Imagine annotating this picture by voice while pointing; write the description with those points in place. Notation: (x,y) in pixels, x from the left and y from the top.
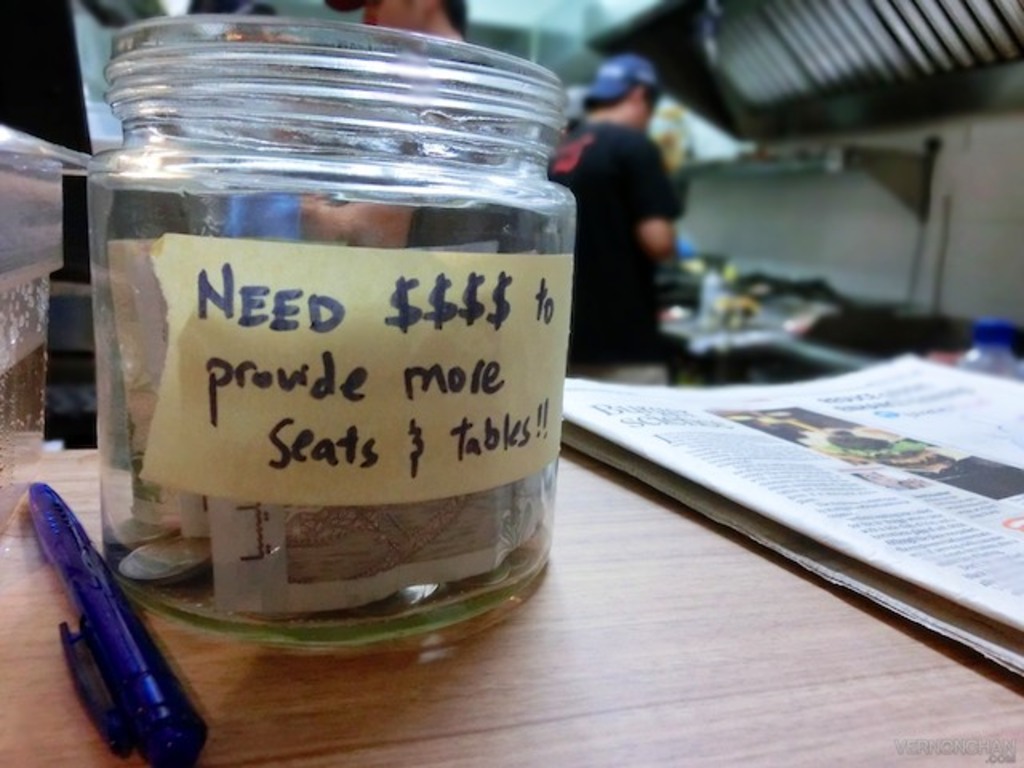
In this picture, there is a table (621,532) at the bottom (453,753). On the table (537,617), towards the left (315,473), there is a jar (442,479) with some text (354,411) on it. Beside it, there is a pen (108,584). Towards the right (896,568), there is a paper (916,587). On the top (643,187), there is a person (626,205) wearing a black t shirt (630,143) and blue cap (650,70).
